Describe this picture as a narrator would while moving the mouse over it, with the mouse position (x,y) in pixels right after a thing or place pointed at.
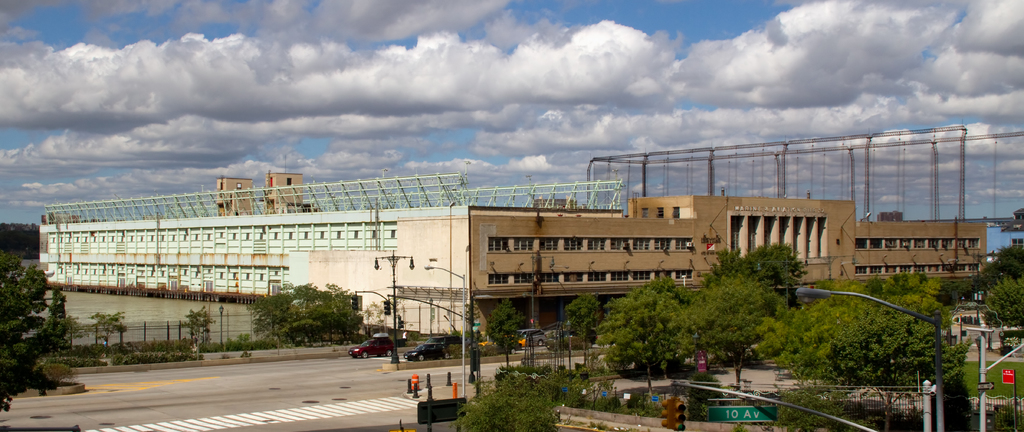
In the image there is a road (300,384), vehicles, trees (684,330), street lights (813,294), a water surface (188,312) and a huge architecture (257,234).
